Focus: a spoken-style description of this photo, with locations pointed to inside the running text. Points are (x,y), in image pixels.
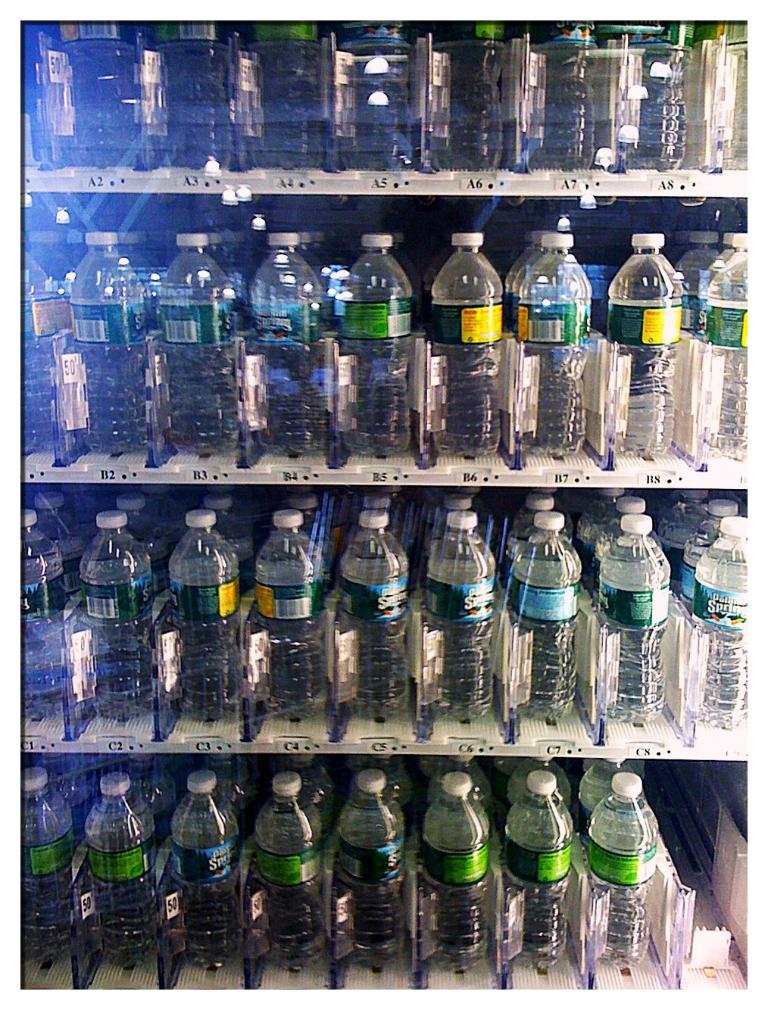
In this image we can see few bottles (654,392) on the racks (498,906).
